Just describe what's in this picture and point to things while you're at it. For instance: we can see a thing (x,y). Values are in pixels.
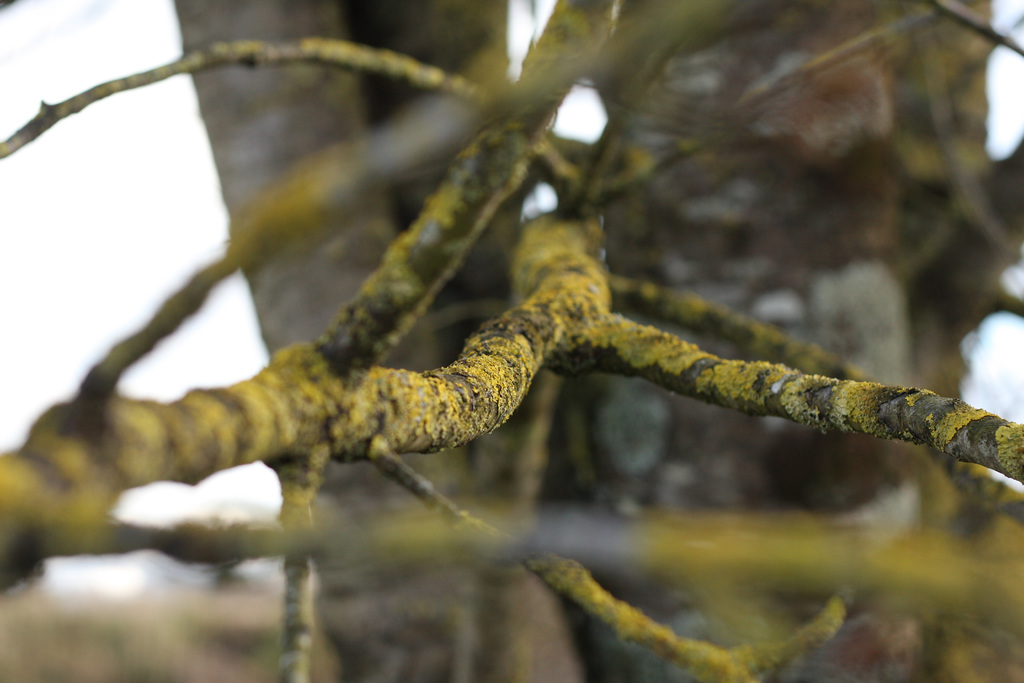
In this image, we can see tree branches (77,482) with algae (1012,428). In the background (709,352), we can see tree trunks (732,347) and the sky (71,200).
